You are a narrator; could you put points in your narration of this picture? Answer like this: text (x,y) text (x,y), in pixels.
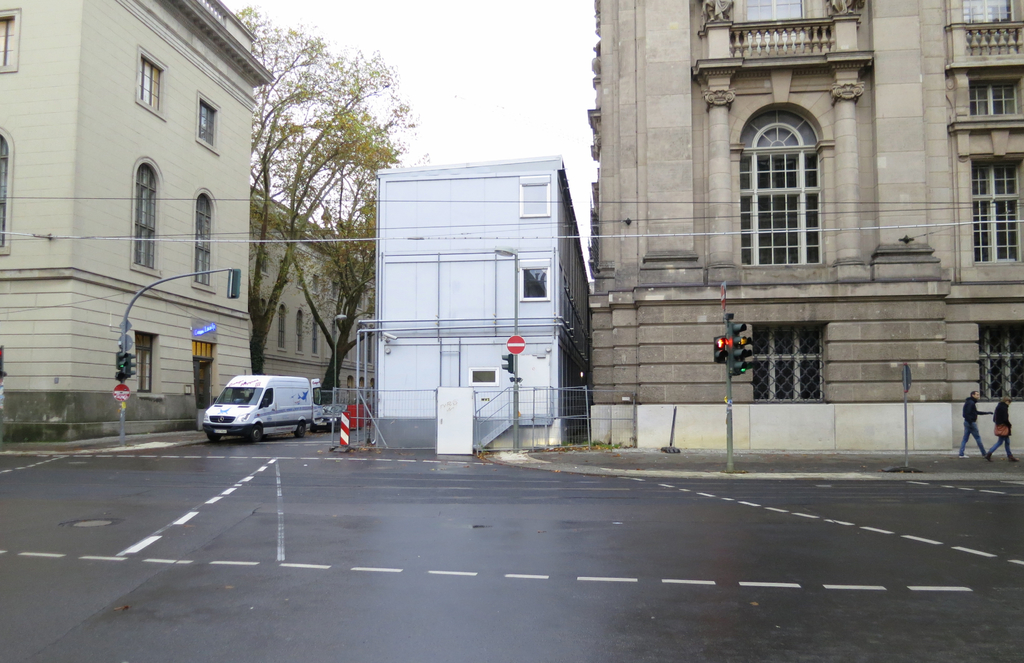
In the center of the image (628,250) there are buildings (478,183). There is a road (319,519) on which there are vehicles (300,417). There is a traffic signal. There are trees (313,227). In the background of the image (485,47) there is sky (460,75).
